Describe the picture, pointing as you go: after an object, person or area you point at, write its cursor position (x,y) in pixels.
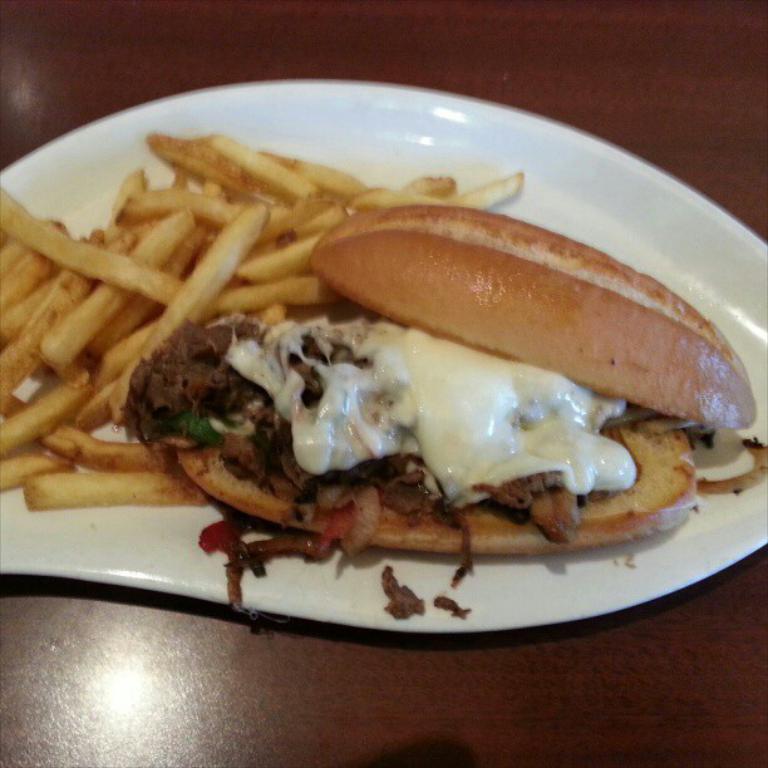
In this image there is a food item (236,173) on the white color plate (116,565), which is on the wooden board (393,762).
